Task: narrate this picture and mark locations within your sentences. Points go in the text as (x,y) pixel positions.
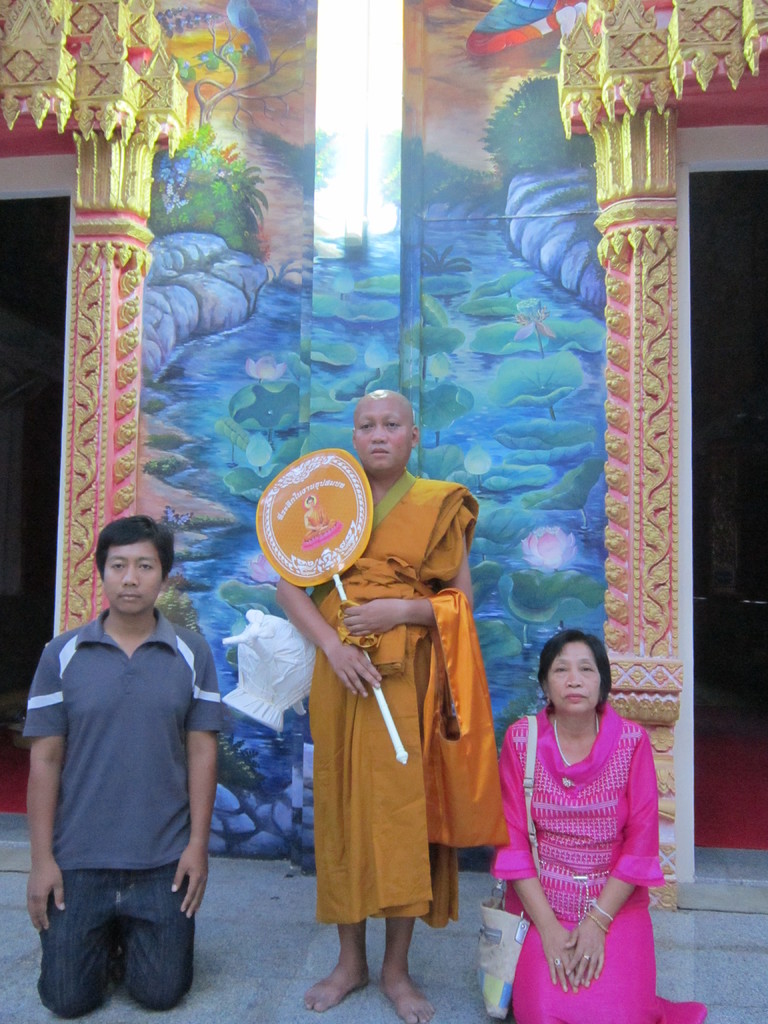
In this image I can see three persons (655,805). The person (599,804) at right (560,740) wearing pink color dress (585,801), the person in the middle (401,643) wearing yellow color dress (412,699) and the person (161,770) at left (120,777) wearing gray shirt (124,801), blue pant (165,921). Background (208,285) I can see a wall (272,208) in multi color.
